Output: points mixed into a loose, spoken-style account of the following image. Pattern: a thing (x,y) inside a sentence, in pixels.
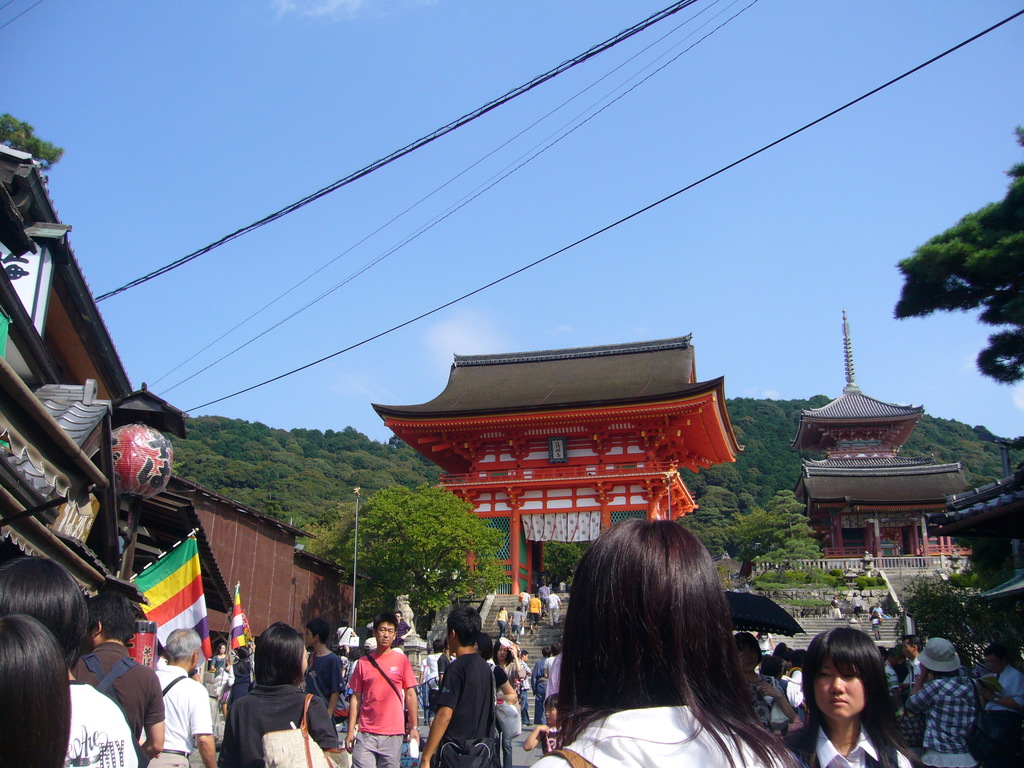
There are people (706,745) in the foreground area of the image (460,621), there are buildings (159,549), flags (152,582), model of a ball (120,470), it seems like mountains (254,497) and the sky (348,319) in the background (400,445).
